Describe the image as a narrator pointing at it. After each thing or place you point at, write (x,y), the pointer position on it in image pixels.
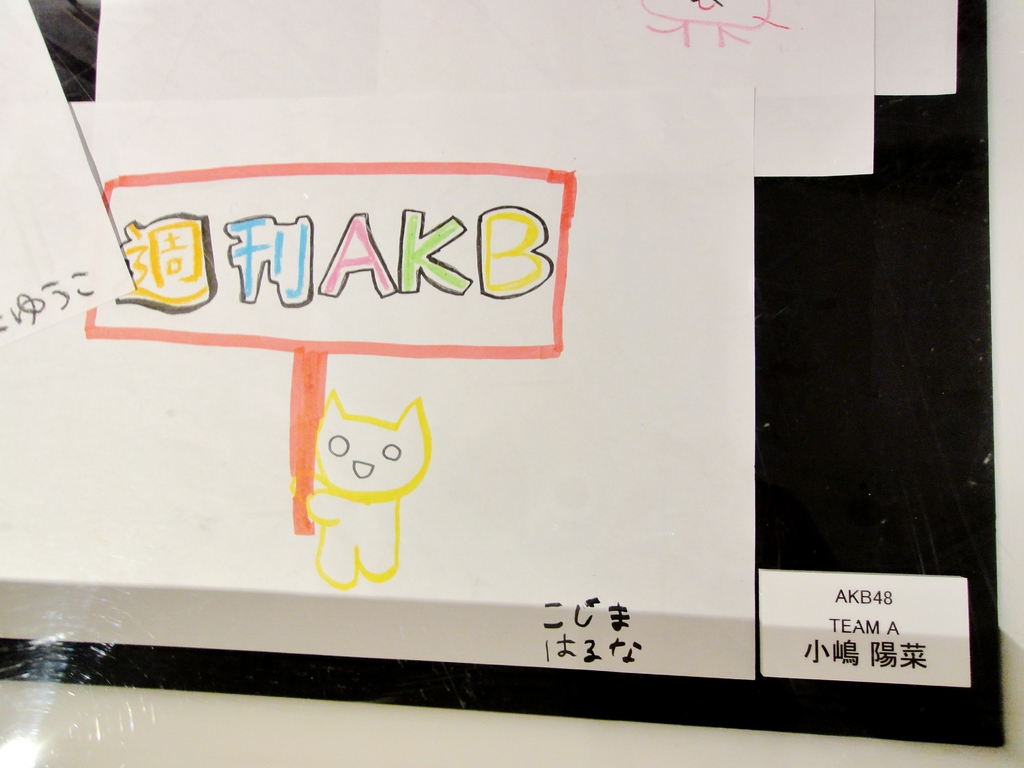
This is the picture of a board (763,688) on which there are some written and drawn.
